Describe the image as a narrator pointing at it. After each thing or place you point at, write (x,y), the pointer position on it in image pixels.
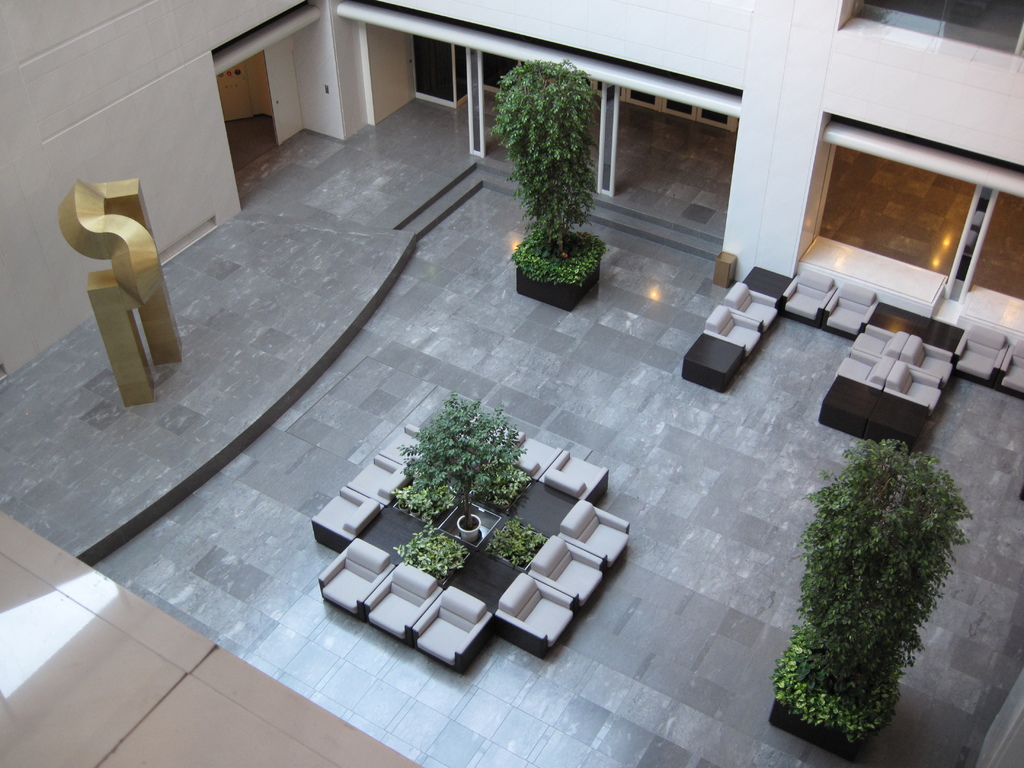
In this image I can see tile floor (603,699), chairs (811,297), bin (732,261), plants (850,618), walls (658,19) and objects (129,291).
